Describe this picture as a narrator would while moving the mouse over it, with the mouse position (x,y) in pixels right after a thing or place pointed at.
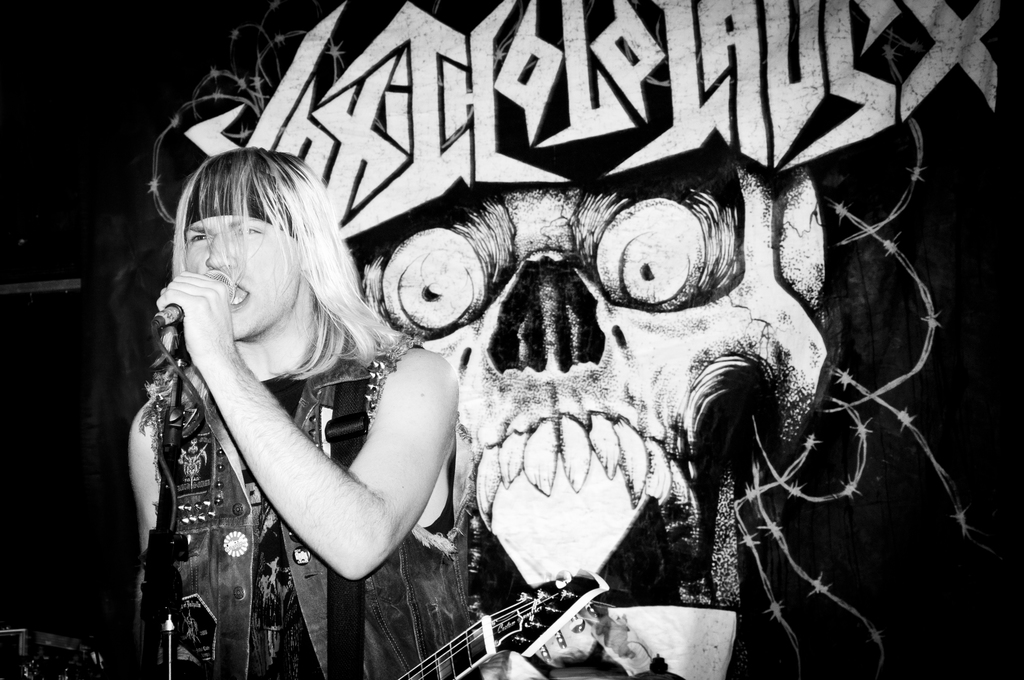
This is a black and white picture. The man (265,310) in front of the picture is holding the microphone (166,314) in his hand (195,298) and he is singing the song on the microphone (226,275). In front of him, we see the guitar (559,599). Behind him, it might be the wall graffiti (666,249). In the background (82,157), it is black in color. This picture might be clicked in the dark.
